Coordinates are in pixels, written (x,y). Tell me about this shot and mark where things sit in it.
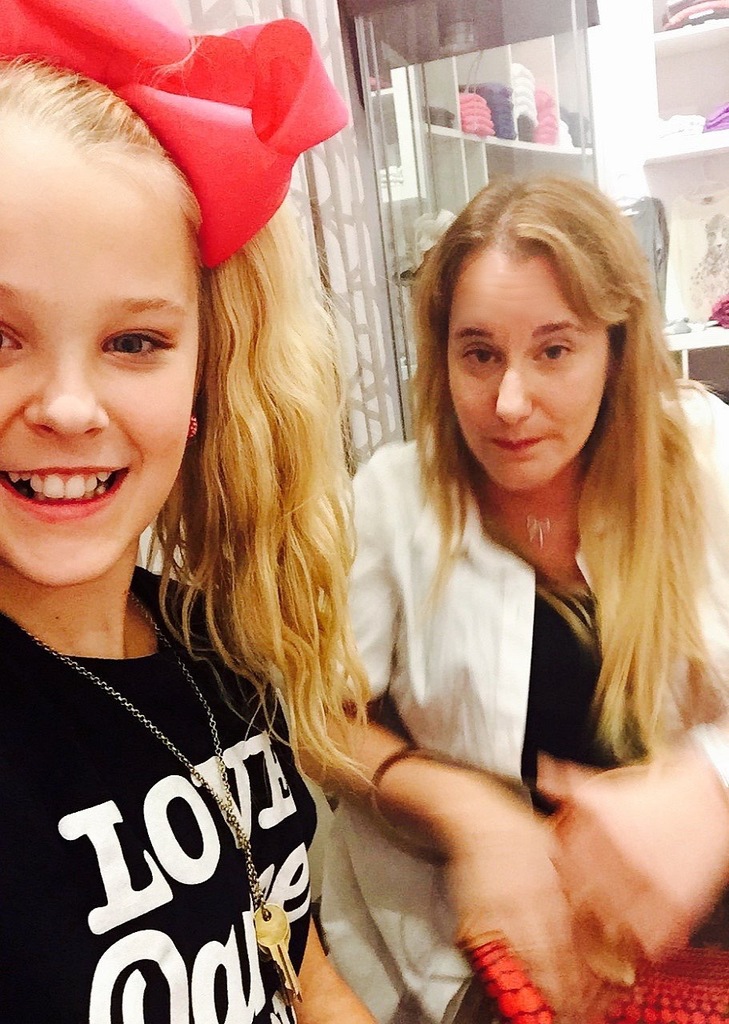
Here we can see two persons (277,431) and she is smiling. In the background (381,59) we can see glass (495,153) and there are clothes (572,115) on the shelf (654,140).
